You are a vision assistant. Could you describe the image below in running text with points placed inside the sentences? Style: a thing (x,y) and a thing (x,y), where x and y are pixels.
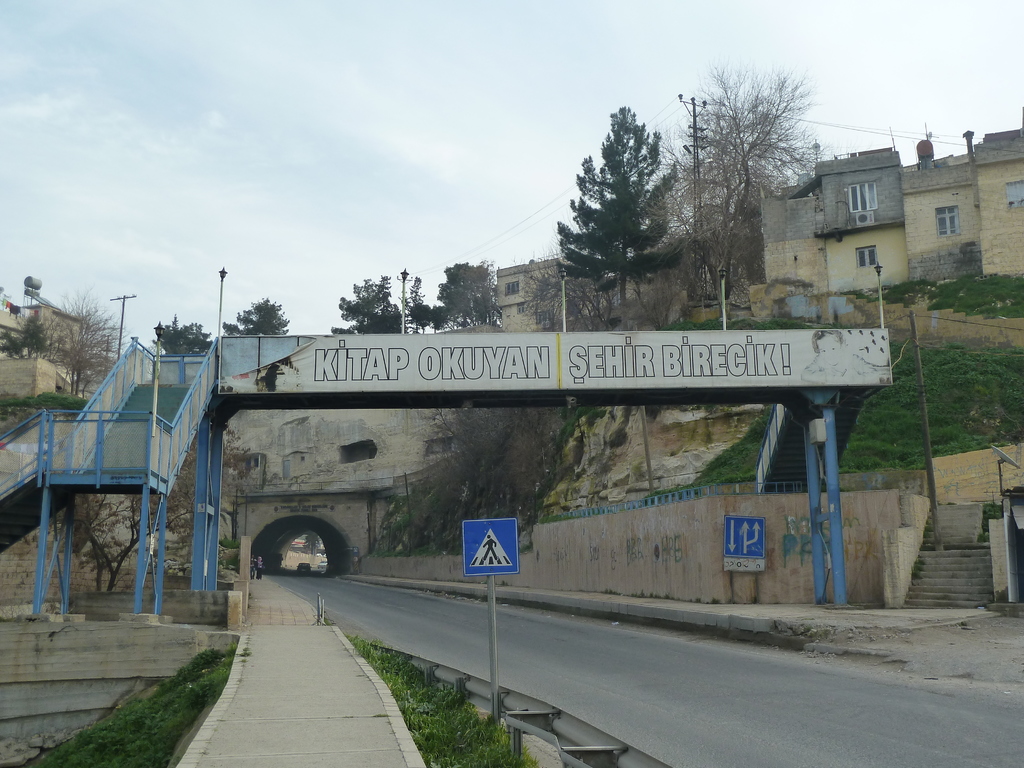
In this image I can see few sign boards (732,517), they are in blue color and I can also see the road (432,610). Background (126,423) I can see the bridge (307,385), few light poles (160,362), buildings (928,259), trees (666,280) in green color and the sky (389,120) is in white color.
